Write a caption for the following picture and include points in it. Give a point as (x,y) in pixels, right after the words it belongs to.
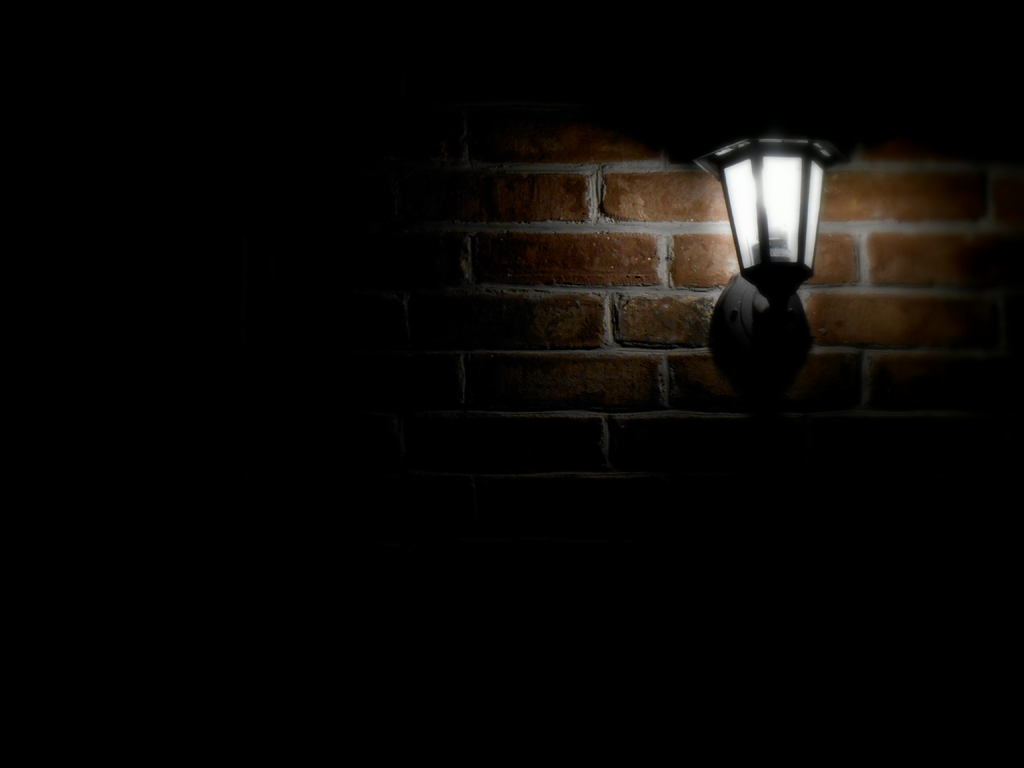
In the picture there is a brick wall (641,288) and a light (748,278) is fixed to the wall (670,32), the illumination of the light (776,200) is very low.
